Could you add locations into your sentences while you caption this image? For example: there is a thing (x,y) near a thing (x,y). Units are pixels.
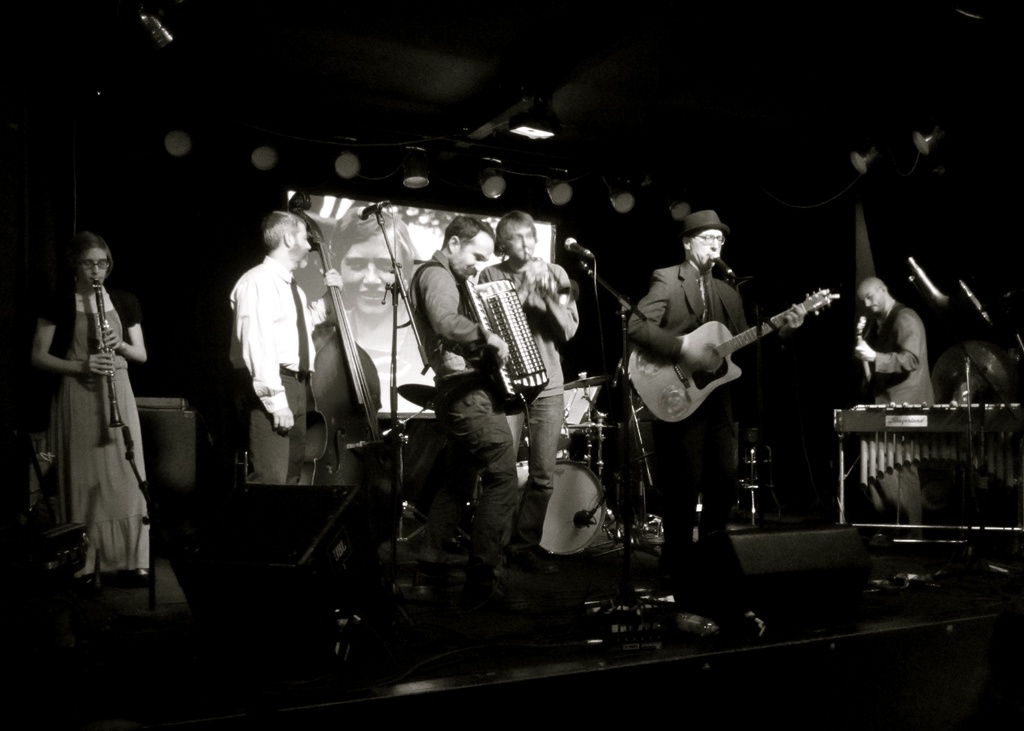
This is a black and white picture, on stage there are group of people (290,379) who are performing the music. Background of this people (463,356) there a screen (383,257) on the screen (370,261) there is a women (374,298). On top of this people (439,309) there is roof (465,115) on roof (462,83) the light (524,127) is hanging.
